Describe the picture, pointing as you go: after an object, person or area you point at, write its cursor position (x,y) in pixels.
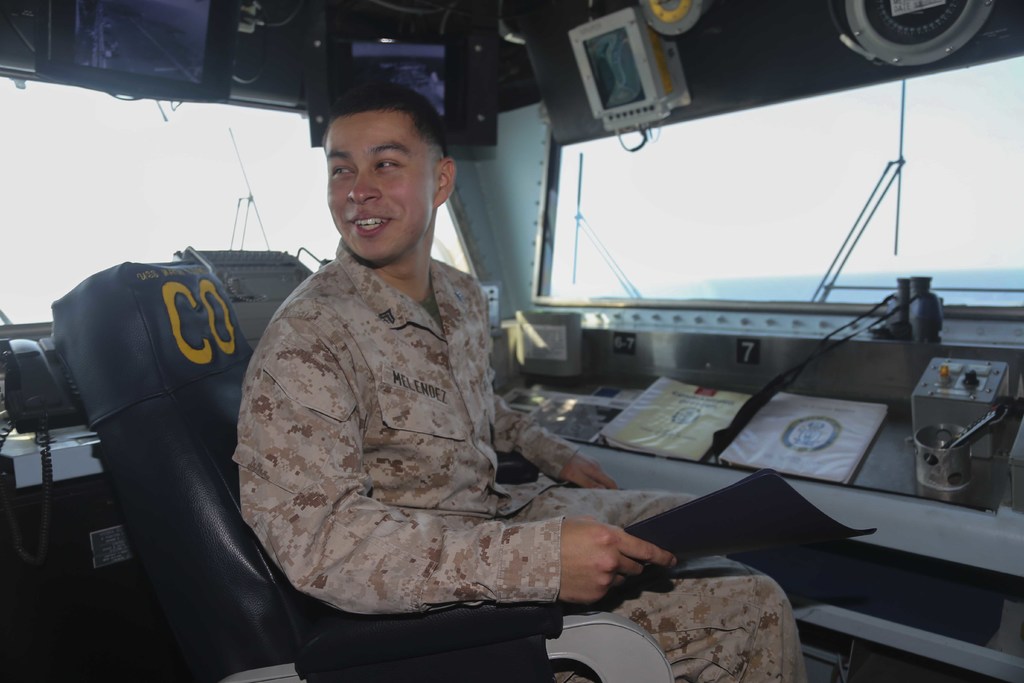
In this picture, we see the man (319,382) in the uniform (352,413) is sitting on the chair (94,379). He is smiling and he is holding a file (770,484) in his hand (572,524). He might be the army commander (459,431). Beside him, we see the books (714,430) or files (714,415). On the left side (17,354), we see a landline mobile (54,392). We even see the monitor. At the top (120,84), we see the monitor screens (612,76) and televisions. On the right side (838,125), we see the wipers (826,291) and the glass (775,256) from which we can see the sky (714,204).
